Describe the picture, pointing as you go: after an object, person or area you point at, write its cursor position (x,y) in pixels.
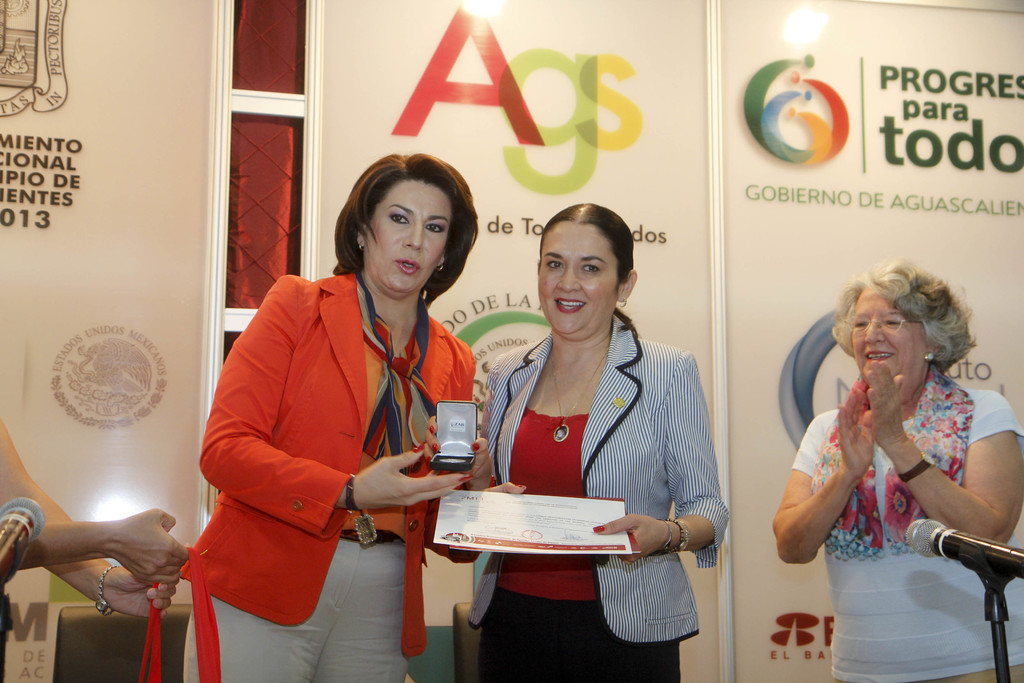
In this picture we can see four people (319,459) where a woman (968,505) clapping her hands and two women (698,427) holding a certificate (488,519) and a box (455,422) with their hands (476,452) and smiling, mics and in the background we can see posters (446,118).
